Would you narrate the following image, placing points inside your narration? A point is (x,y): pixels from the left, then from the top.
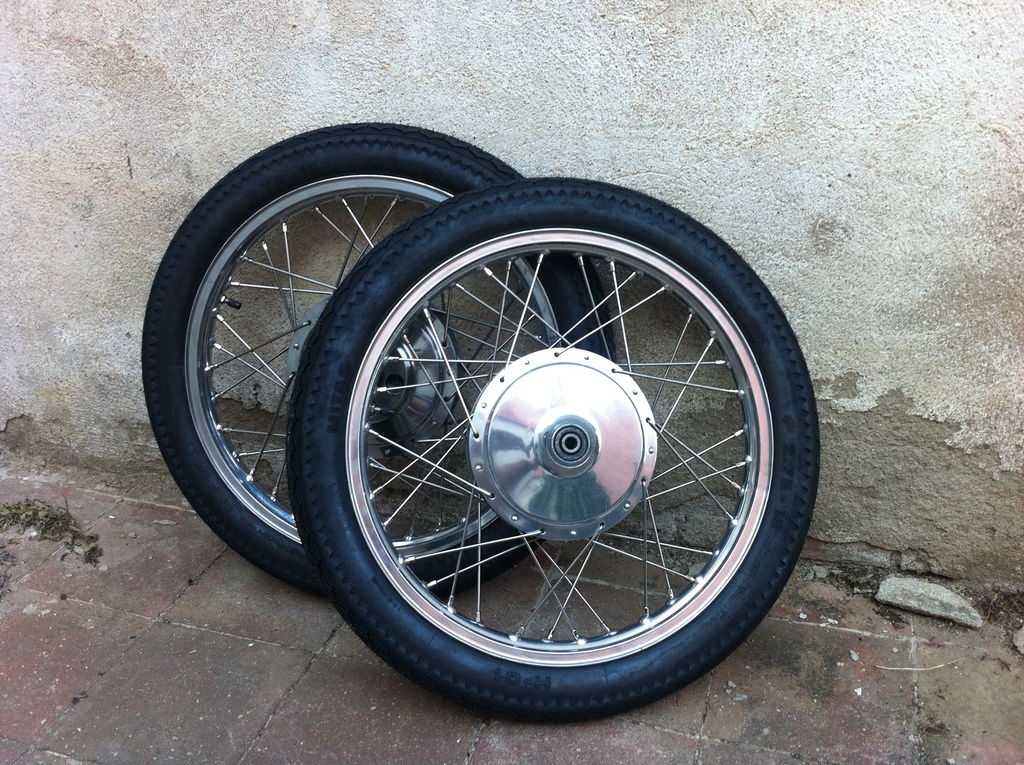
In this image I can see the ground (160,692), two wheels (366,457) on the ground (171,676) which are leaned to the wall (707,166).
